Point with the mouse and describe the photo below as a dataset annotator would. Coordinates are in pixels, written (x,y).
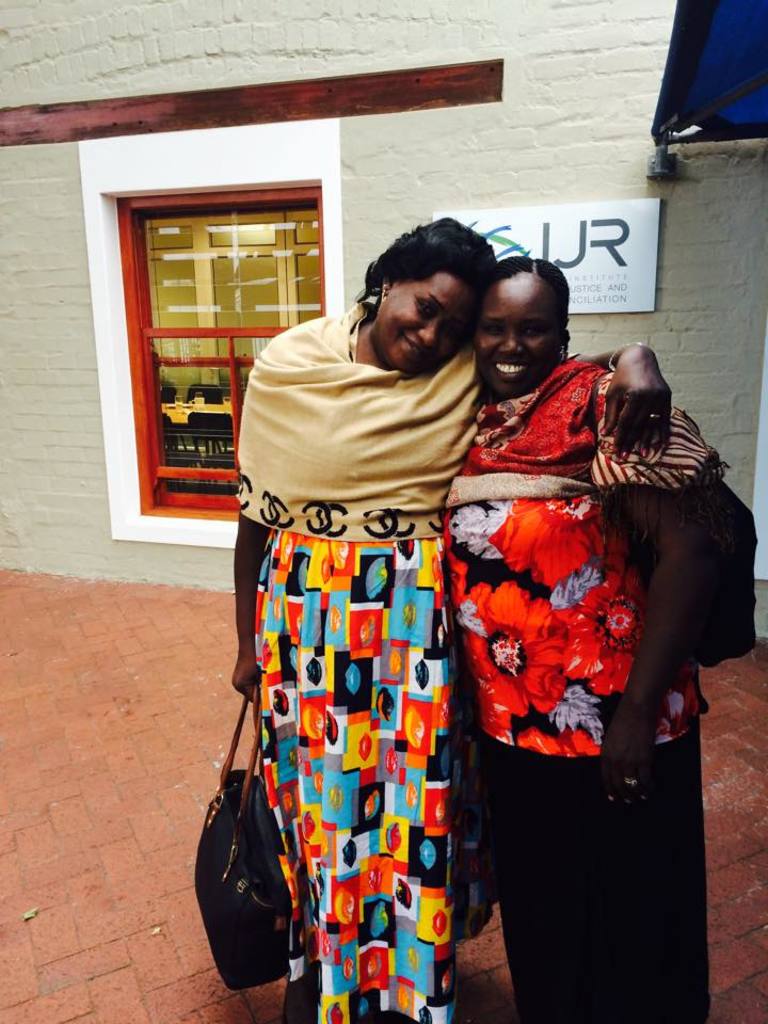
In this picture i could see two women (510,573) standing together posing to the picture. In the background (425,169) i could see a glass window (234,296) and light green colored wall (51,455) and bricks (85,735) on the floor (107,722).
